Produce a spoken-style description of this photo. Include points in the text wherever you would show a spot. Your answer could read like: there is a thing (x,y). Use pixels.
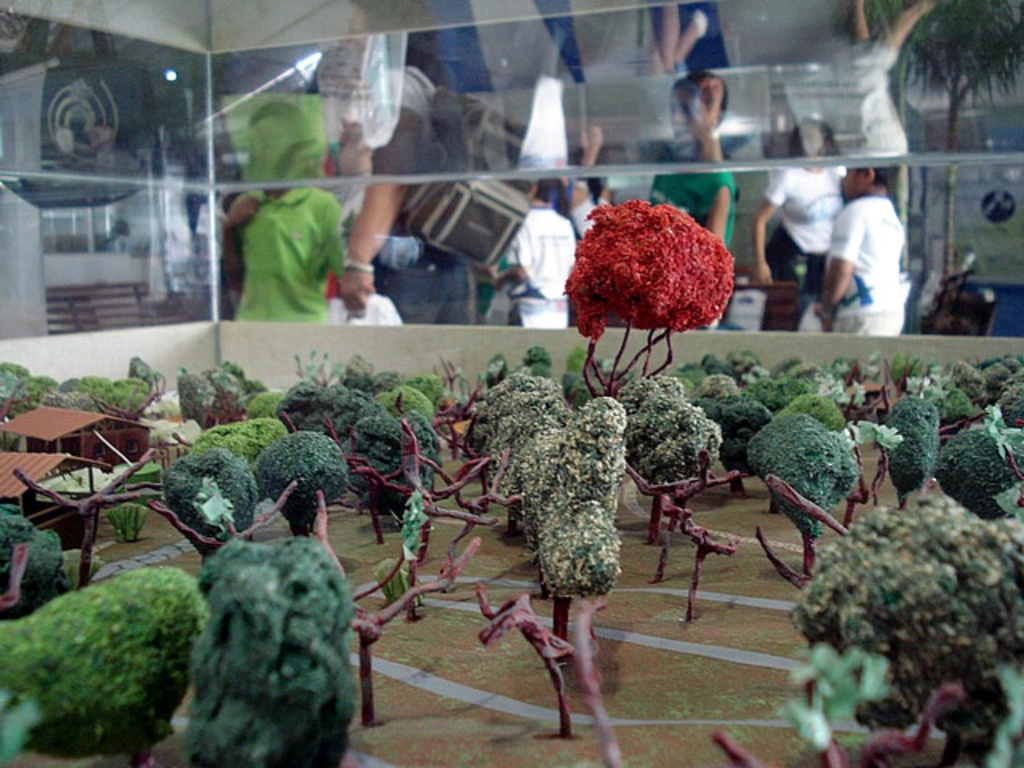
In this picture we can see a model (476,490). We can see a few trees (295,674), houses (84,428) and bushes (118,527) on the ground (428,681). There are some glass objects (558,23) visible on top of the picture (443,159). Through these glass objects (96,235), we can see a few people (843,234) and other objects (69,168) in the background (941,262).
